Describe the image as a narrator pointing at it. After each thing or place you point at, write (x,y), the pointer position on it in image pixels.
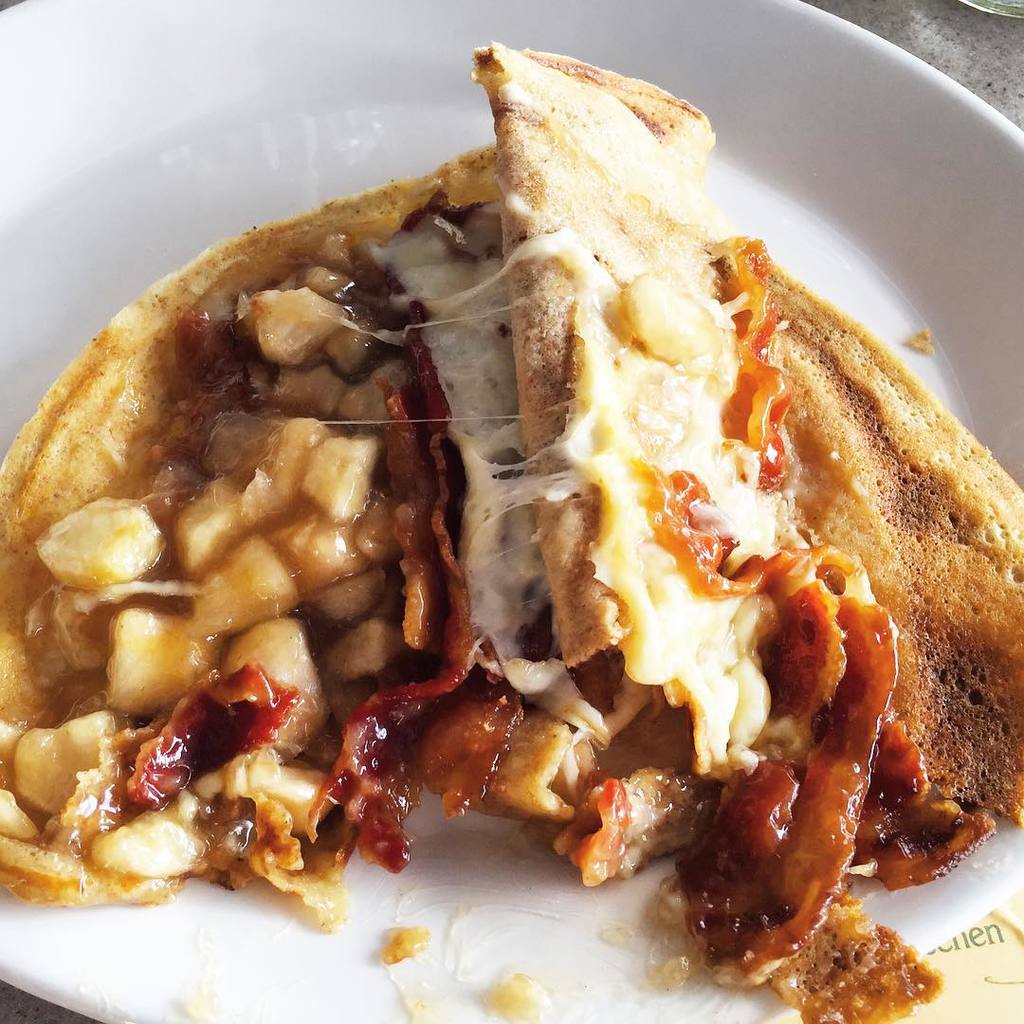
In this image there is a food item (383,229) kept in a white color plate (891,319) as we can see in middle of this image (367,465).
